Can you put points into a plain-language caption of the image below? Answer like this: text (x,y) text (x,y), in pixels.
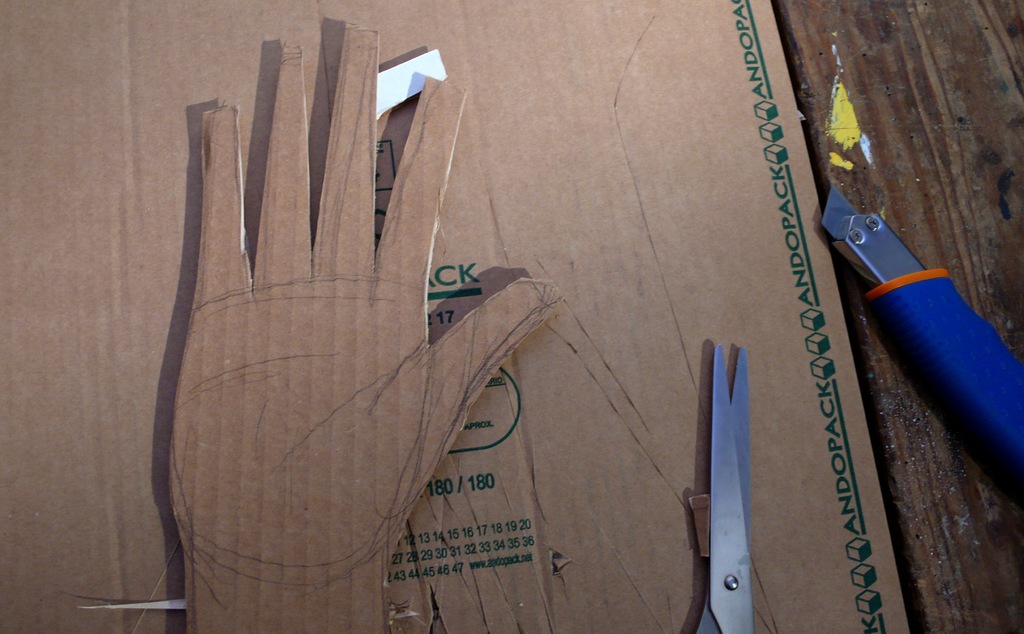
In this picture I can see a cardboard sheet (605,318) and the sheet (341,385) is cut into hand shape and I can see scissors (722,619) and a blade cutter (994,391) on the wood (814,155).
